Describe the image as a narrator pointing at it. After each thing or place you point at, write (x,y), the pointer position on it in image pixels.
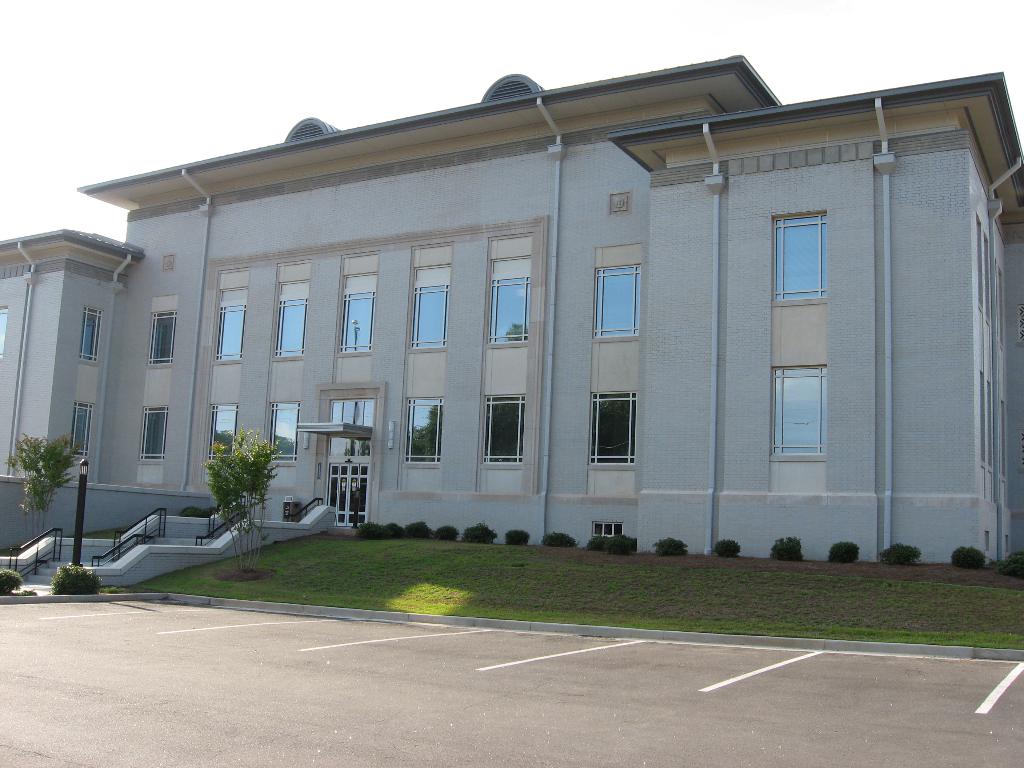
In this image in the center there is grass (528,598) on the ground (347,574) and in the background (280,472) there is a building (432,339). In front of the building (473,395) there are plants (255,509), there is a pole (82,527) and there are stairs (87,541).
